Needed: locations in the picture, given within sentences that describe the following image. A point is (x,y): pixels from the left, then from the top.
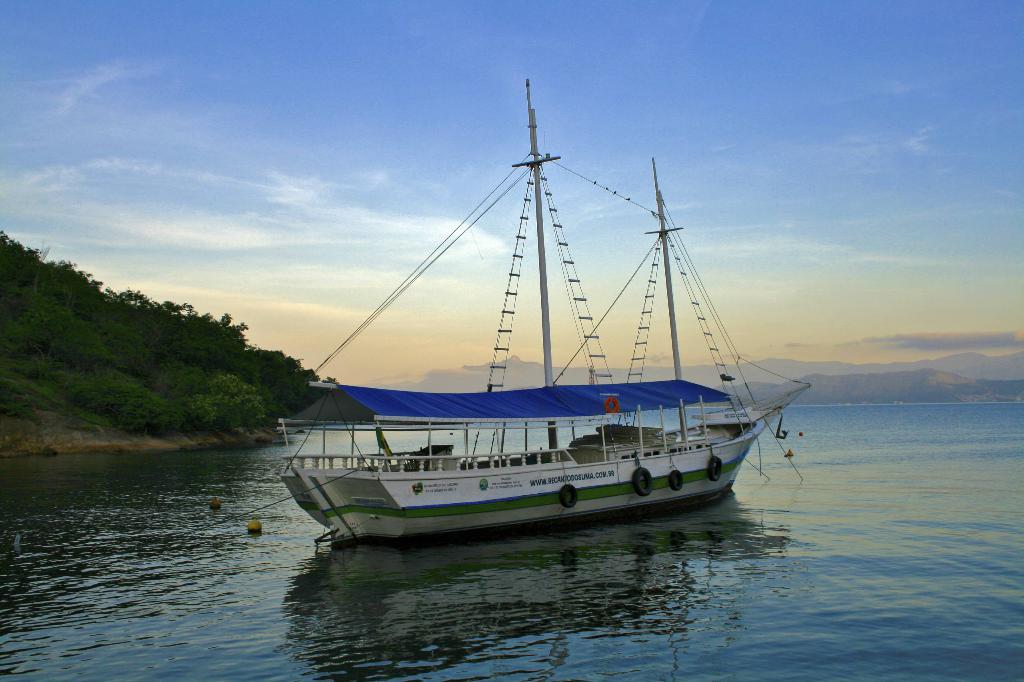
In this picture, we can see water (676,563), and some objects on the water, boat (512,409) with poles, wires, and we can see the ground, plants (201,364), mountains (1011,360), and the sky (615,286) with clouds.
